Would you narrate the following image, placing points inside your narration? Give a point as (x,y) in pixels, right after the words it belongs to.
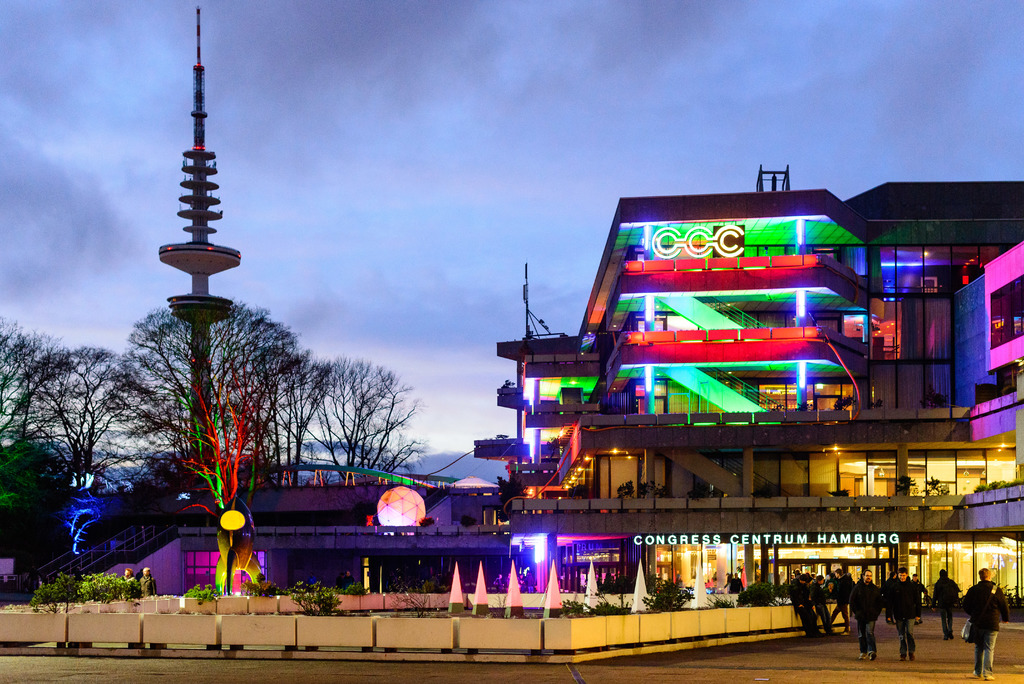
In this image we can see a group of people (917,613) standing on the ground (789,672). On the left side of the image (196,326) we can see a tower (194,312), a group of trees (258,399). To the right side of the image (828,447) we can see a building (905,317) with group of lights (734,328) and a sign board (712,241) with some text (844,540) on it. In the foreground (334,593) we can see group of plants (94,598). In the background (339,274), we can see the sky (497,159).
